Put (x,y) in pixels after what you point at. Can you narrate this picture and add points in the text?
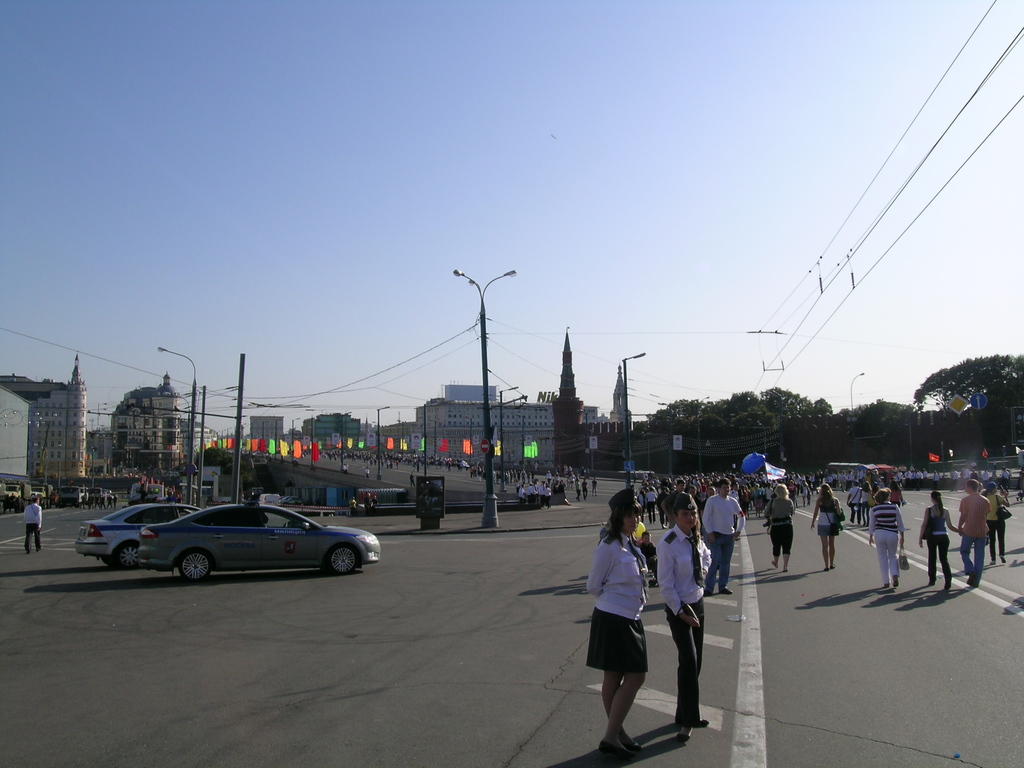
In this image we can see a group of people (928,542) walking on the road (918,519). We can also see some vehicles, boards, trees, buildings (504,452), street poles (500,468), wires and the sky (306,292) which looks clear.
